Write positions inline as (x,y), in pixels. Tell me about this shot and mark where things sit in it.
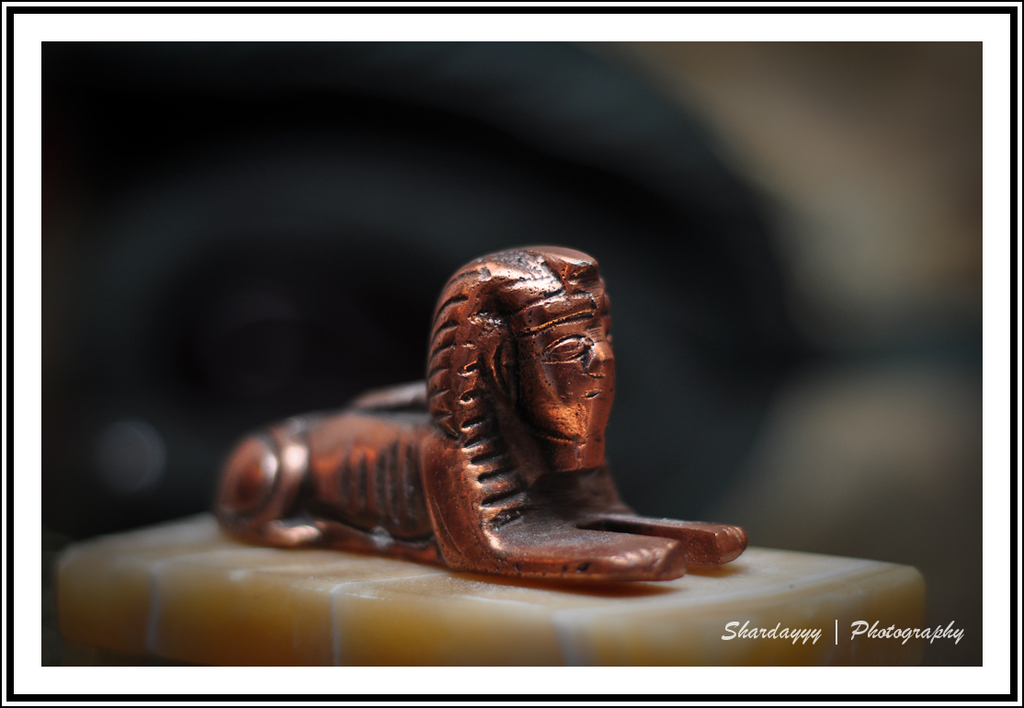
On this surface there is a statue (515,414). Background (911,232) it is blur. Right side (733,632) bottom of the image (934,632) there is a watermark (862,632).
